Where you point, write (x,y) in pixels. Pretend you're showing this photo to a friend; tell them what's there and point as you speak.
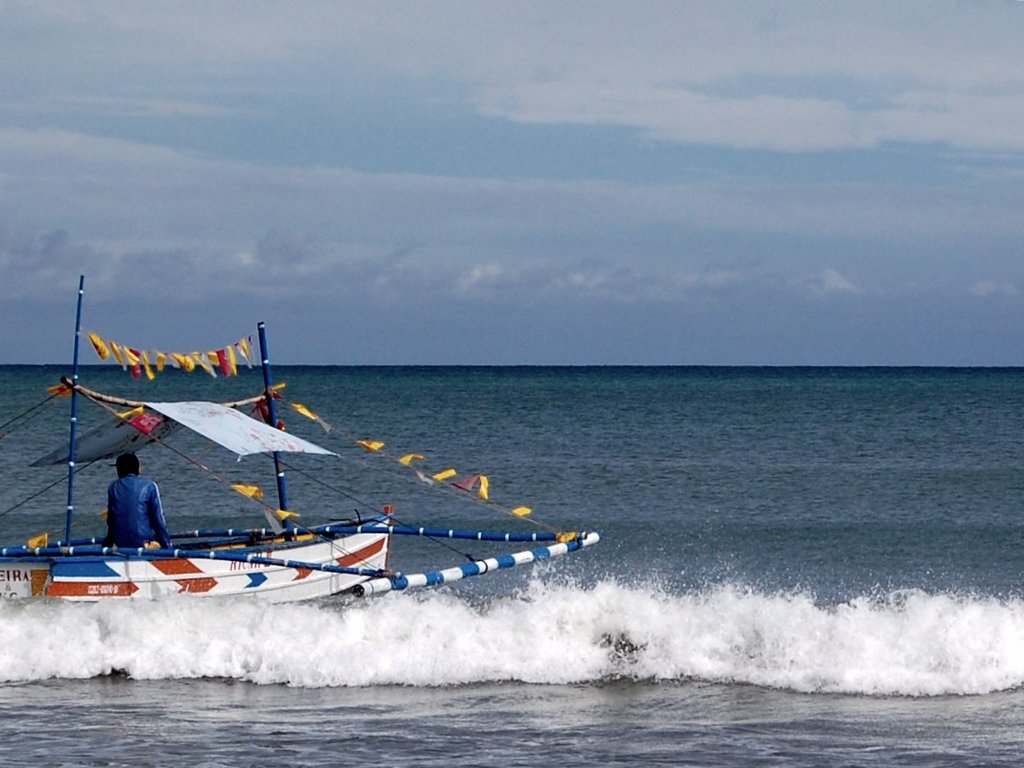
In this image, we can see a person (127,517) sitting on the boat (212,576) and at the bottom (640,583), there is water (587,442). At the top (437,120), there is sky (445,152).
